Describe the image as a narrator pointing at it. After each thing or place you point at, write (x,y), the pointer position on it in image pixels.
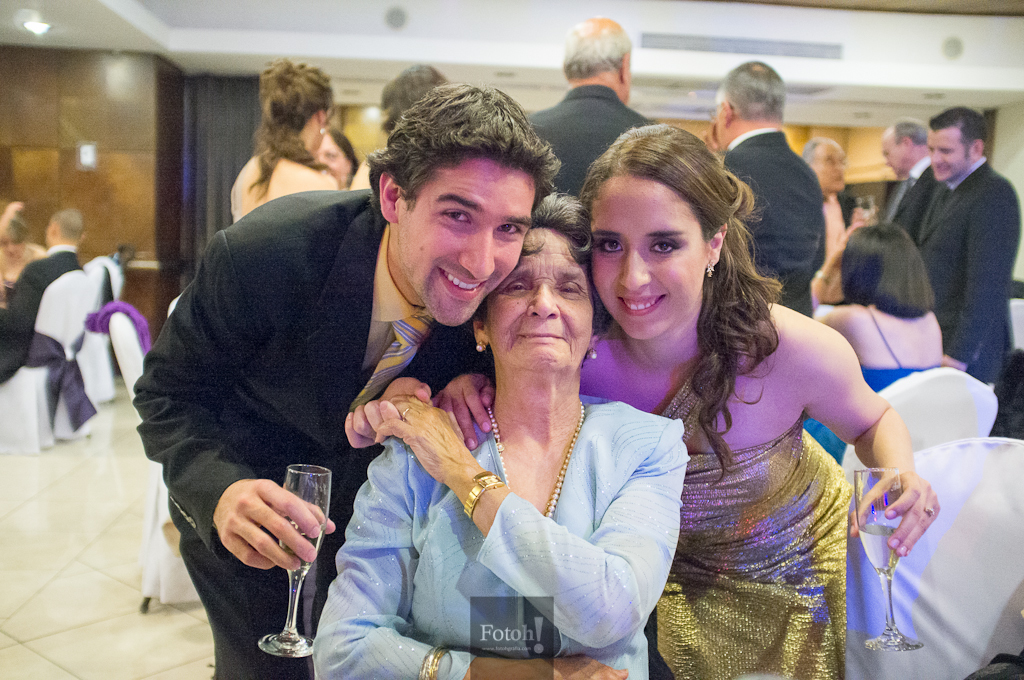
This picture shows a woman (483,567) sitting in the chair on either side of a woman (555,352), there is a man (407,328) and woman (661,326) standing, holding glasses (878,541) in their hands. In the background (731,102) there are some people (278,115) standing and sitting in the chairs (83,281). There is a wall (169,126) and a curtain (218,172) here.
